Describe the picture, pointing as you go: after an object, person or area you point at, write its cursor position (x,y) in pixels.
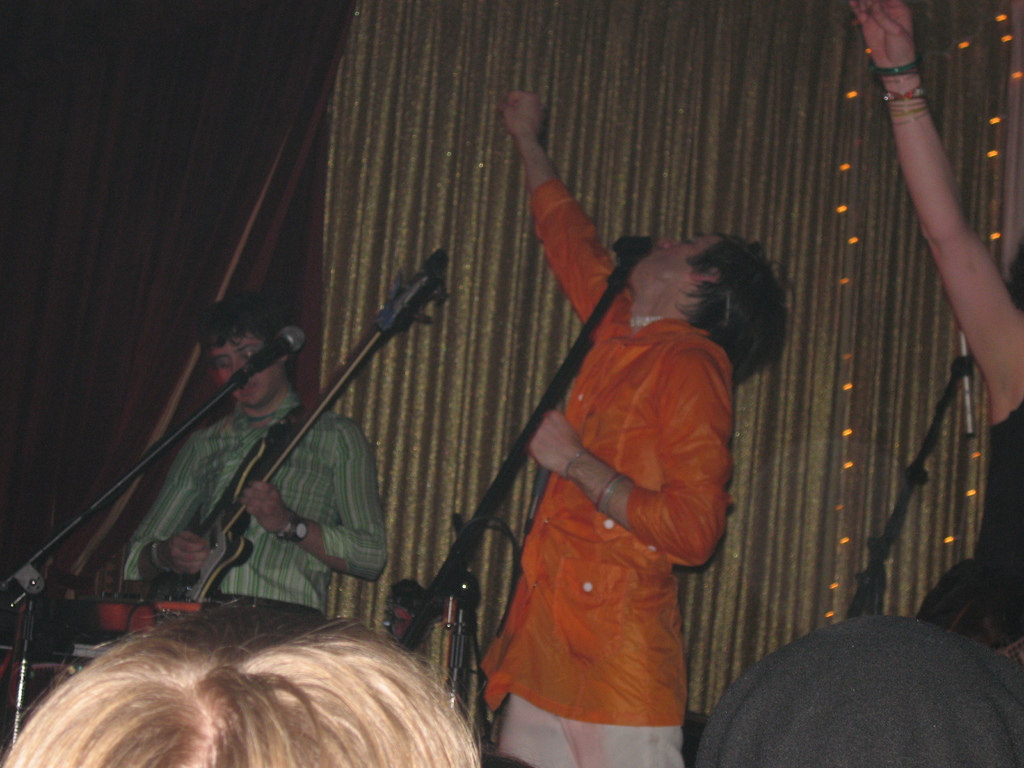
In this picture there are people (648,330) and there is a man (332,462) playing a guitar (223,526). We can see microphones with stands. In the background of the image (776,599) we can see curtains (604,97) and lights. At the bottom of the image (223,675) we can see heads (223,675) of persons (194,708).
